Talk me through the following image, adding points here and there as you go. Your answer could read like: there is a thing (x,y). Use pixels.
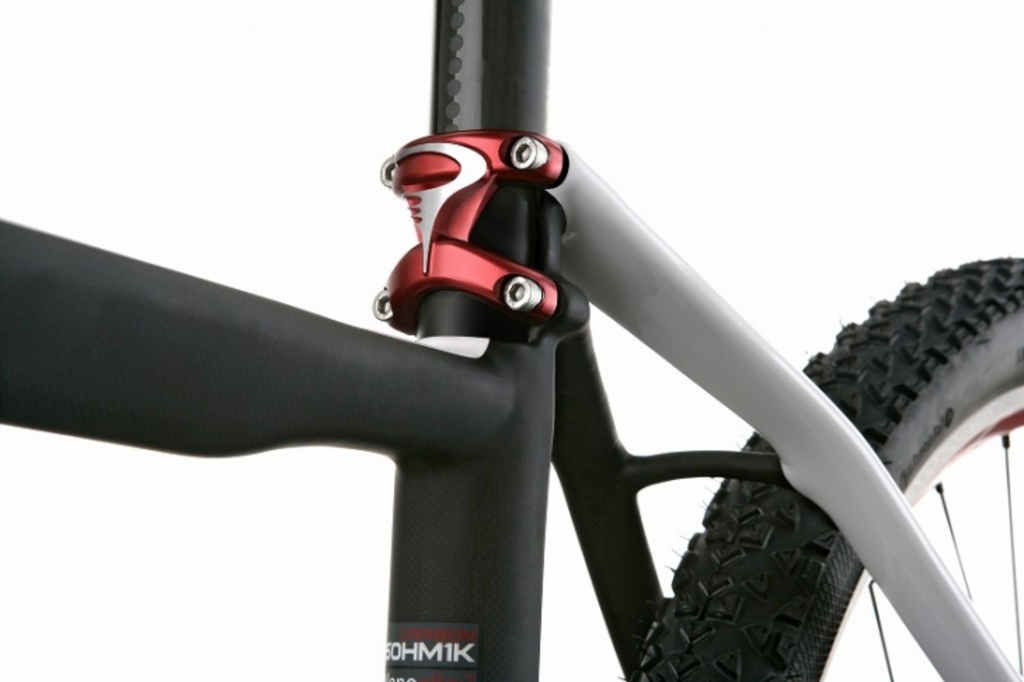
In this image in the center (476,318) there is a bicycle (520,342).
